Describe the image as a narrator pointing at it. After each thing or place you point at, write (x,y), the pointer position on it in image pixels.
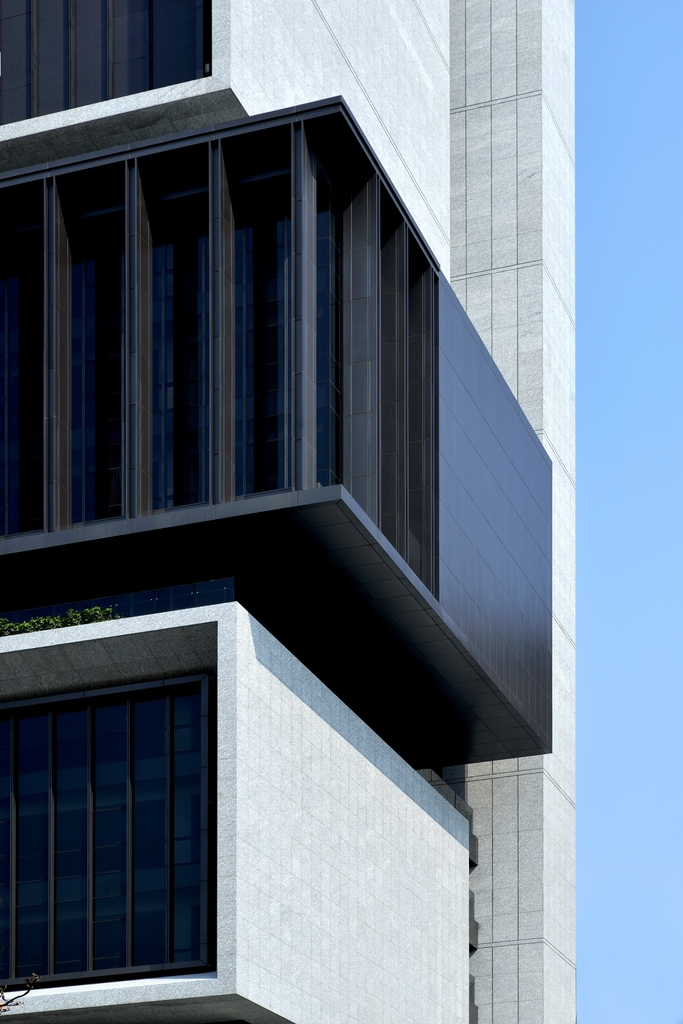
In this image I can see the building (212,371) and the plants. In the background (617,586) I can see the blue sky (649,702).
